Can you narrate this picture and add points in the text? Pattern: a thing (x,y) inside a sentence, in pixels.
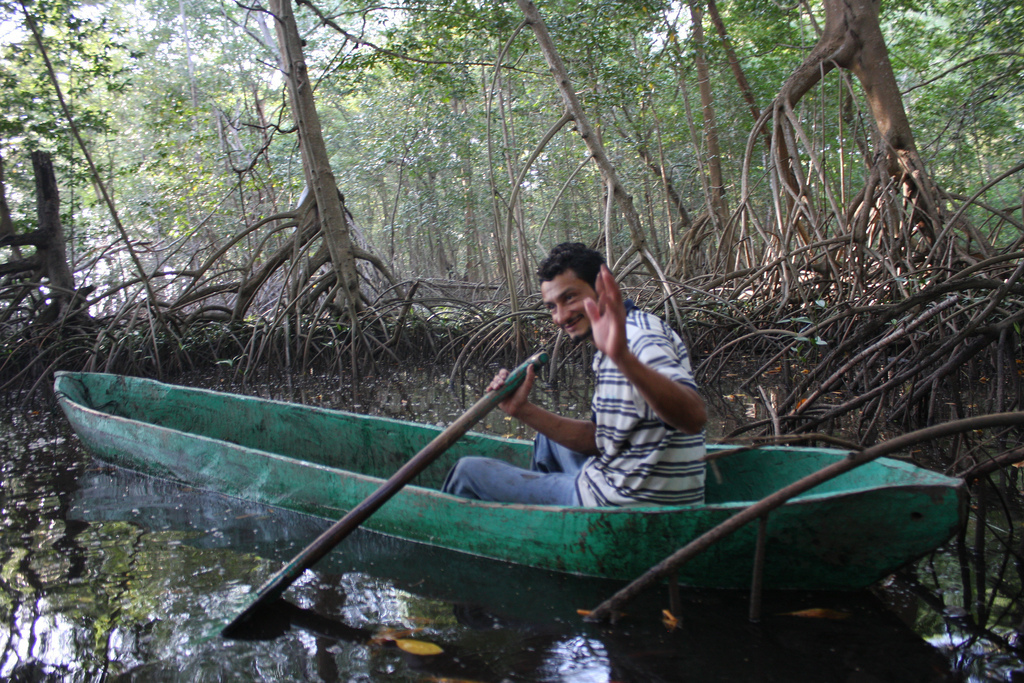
In this image we can see a person (608,376) sitting in a boat (131,432) holding stick (513,380) in his hand (529,382). In the background (1019,378), we can see a group of trees (783,291), leaves (155,81) and sky (14,30).
